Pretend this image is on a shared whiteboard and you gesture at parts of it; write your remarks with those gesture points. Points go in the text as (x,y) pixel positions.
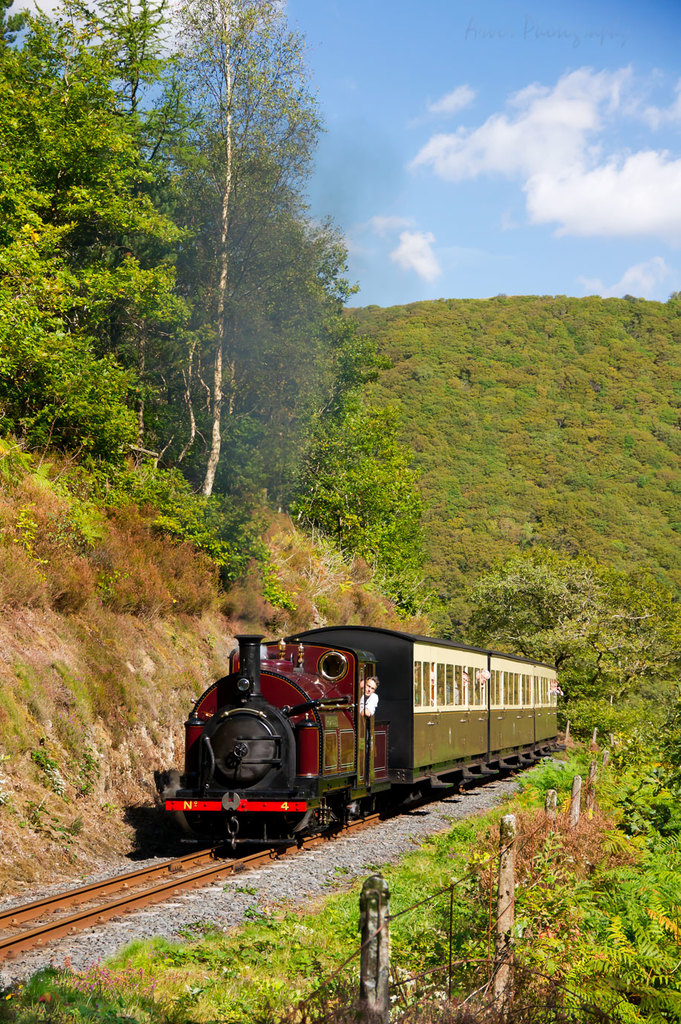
In this image I can see a train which is in maroon color on the track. Background (484,246) I can see trees (471,452) in green color and the sky (422,171) is in blue and white color.
